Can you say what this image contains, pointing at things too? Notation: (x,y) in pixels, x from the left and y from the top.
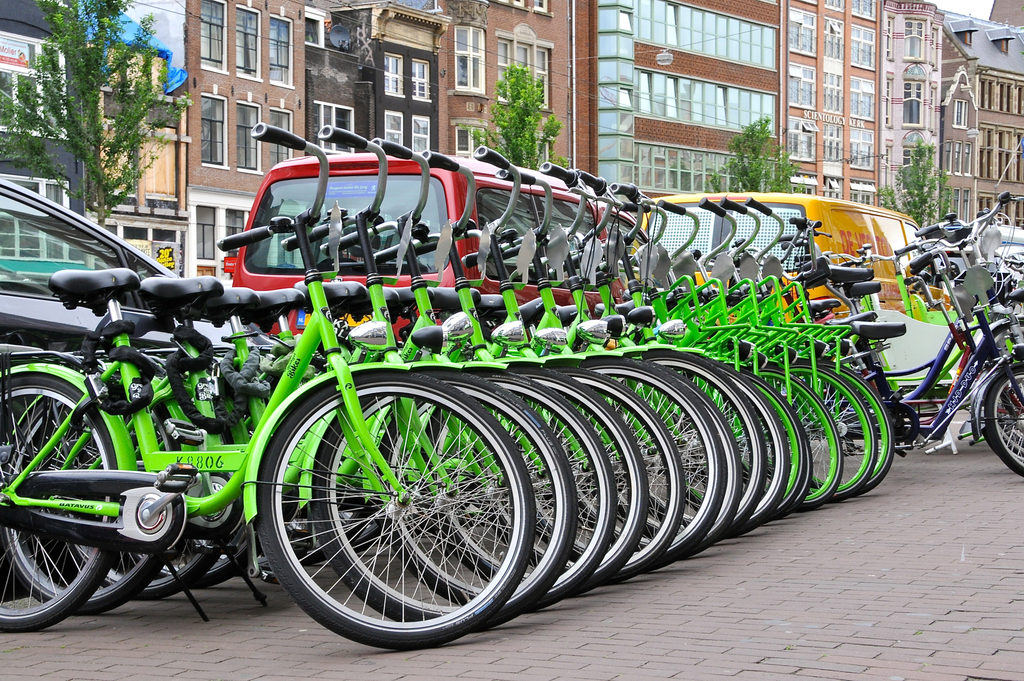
In the image there are plenty of cycles (611,400) parked on a path (913,462) and behind the cycles (549,452) there are some vehicles (11,229). In the background (606,48) there are trees (112,173) and buildings (559,17).
